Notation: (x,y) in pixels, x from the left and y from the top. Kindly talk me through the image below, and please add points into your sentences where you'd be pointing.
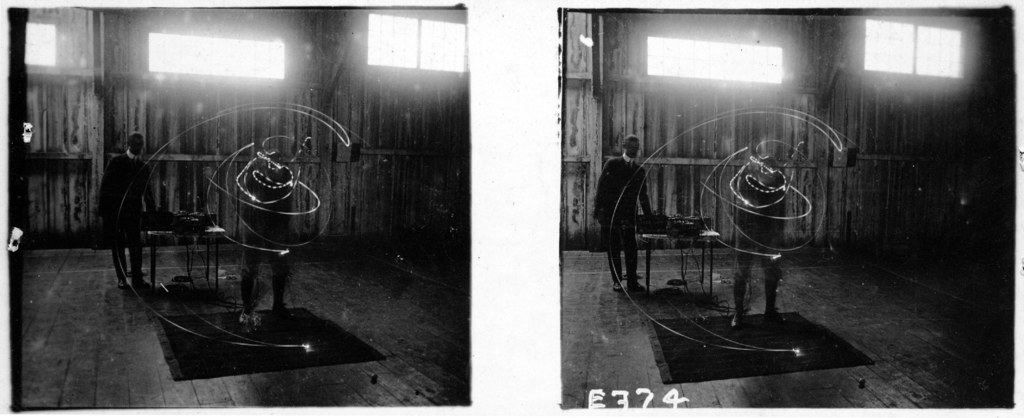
In this image there is a collage, there is a wooden floor (390,362) towards the bottom of the image (647,397), there is text (604,393) towards the bottom of the image (636,396), there is number (619,394) towards the bottom of the image (674,404), there is a carpet (691,357) on the wooden floor (853,320), there is a table (649,284) on the wooden floor (662,271), there are objects (691,225) on the table (698,238), there is a man (632,196) standing, there is a person (752,239) standing on the mat (739,343), there is a wooden wall (736,153), there are ventilators (731,69).
